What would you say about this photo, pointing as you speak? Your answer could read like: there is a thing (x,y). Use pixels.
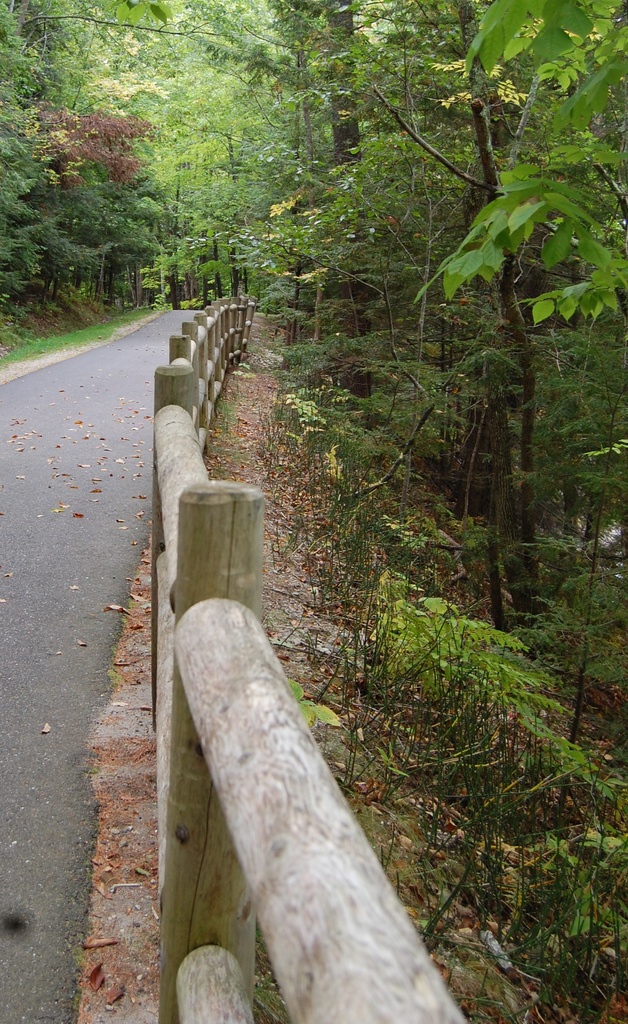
In this image there is a road (84,472) at the center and on both right and left side of the image (88,165) there are trees (484,281).
